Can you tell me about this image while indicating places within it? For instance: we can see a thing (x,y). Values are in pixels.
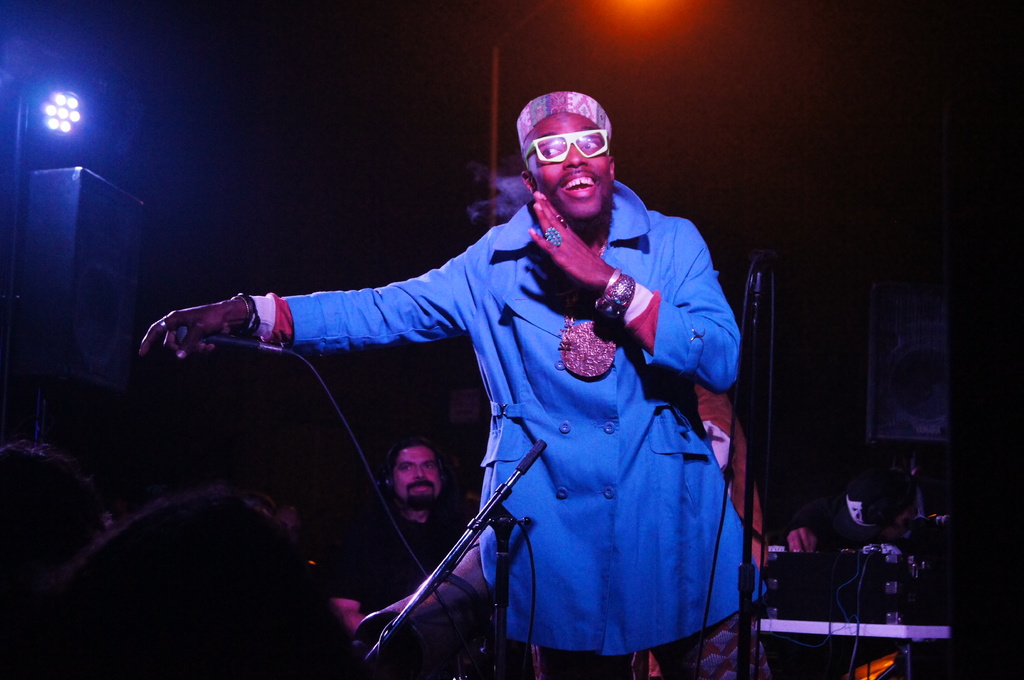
In the image in the center (391,295) we can see one man (610,390) standing and holding microphone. And he is smiling, which we can see on his face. In the background (87,216) we can see lights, musical instruments (900,589) and few people (242,500) were sitting.
